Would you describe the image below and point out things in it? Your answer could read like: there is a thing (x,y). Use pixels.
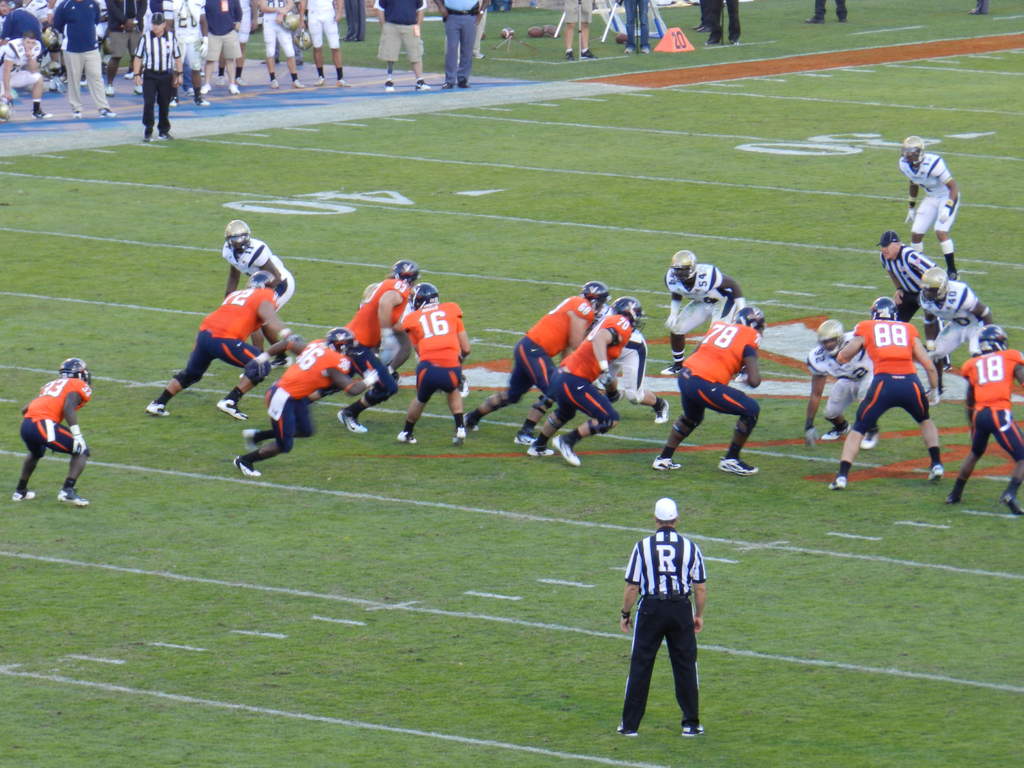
In this picture we can see so many people (344,380) are playing at a ground (772,414), beside some are standing and watching.
